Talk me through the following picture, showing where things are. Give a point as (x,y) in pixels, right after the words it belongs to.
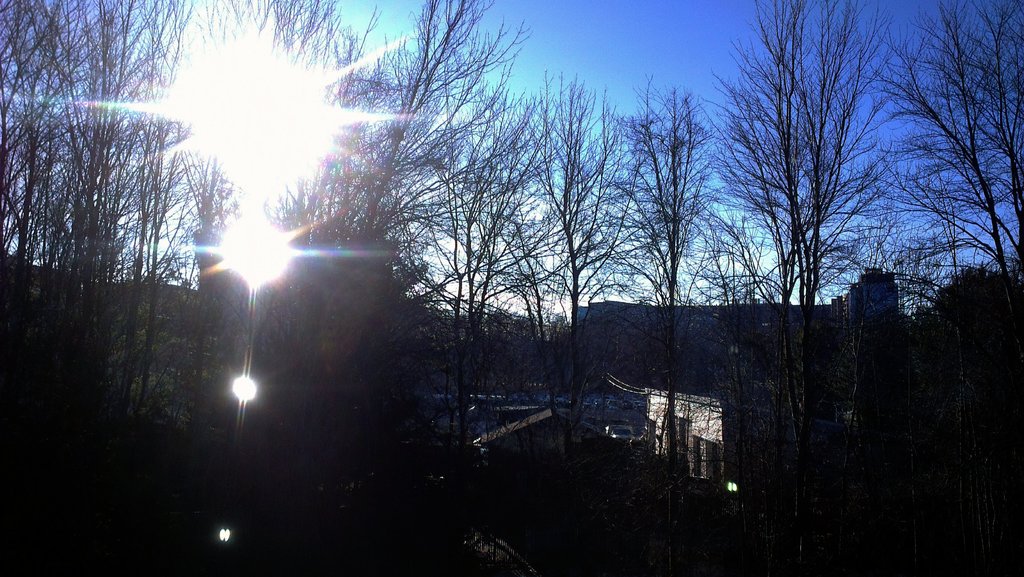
In this image we can see so many trees (986,287) and vehicles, there are buildings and lights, in the background (522,310), we can see the sky (754,22).
